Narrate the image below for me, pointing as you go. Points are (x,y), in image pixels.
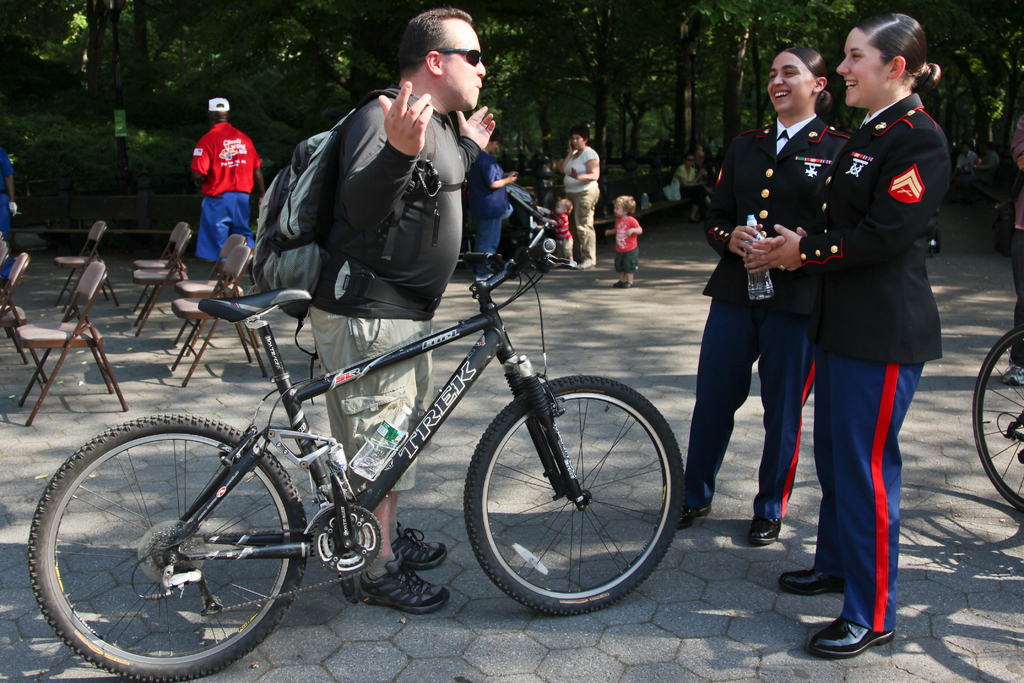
There is one man (360,217) standing and holding a backpack (280,285) in the middle of this image (379,257). There is a bicycle (351,370) present in front of this image. There are two women (755,269) standing and wearing black color jacket (805,238) on the right side of this image (759,266). There are some persons (628,209) standing in the background (616,220). There are some chairs (163,263) on the left side of this image (82,264). We can see there are some trees (564,75) at the top of this image (251,114).
